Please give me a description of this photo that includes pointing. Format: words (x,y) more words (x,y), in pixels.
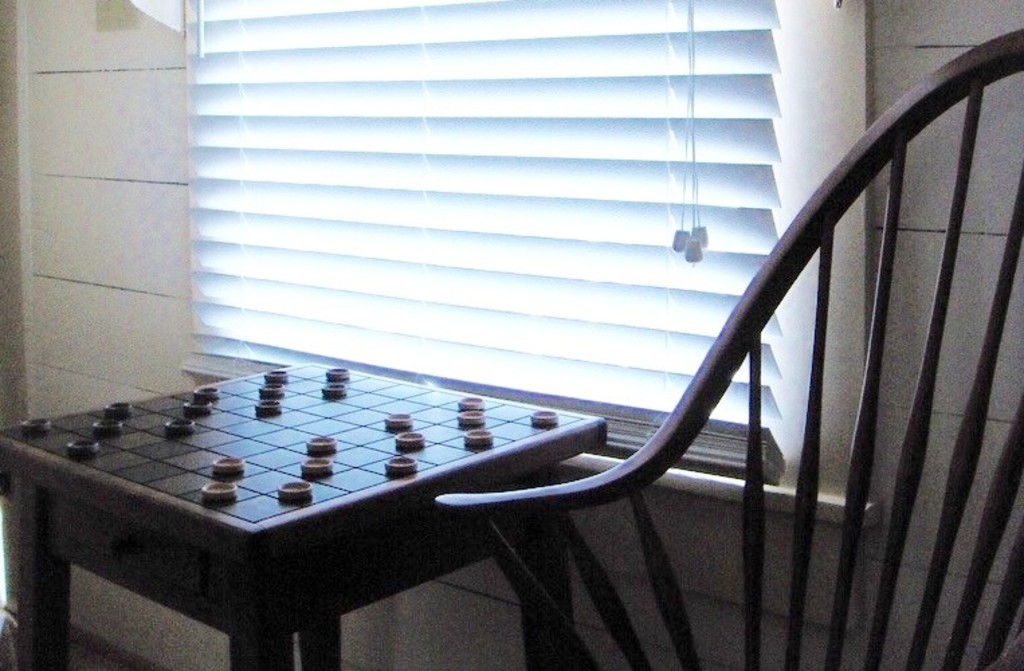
In this picture we can see chair (607,583), board (436,537) and coins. We can see wall (164,181) and window blind (339,146).
